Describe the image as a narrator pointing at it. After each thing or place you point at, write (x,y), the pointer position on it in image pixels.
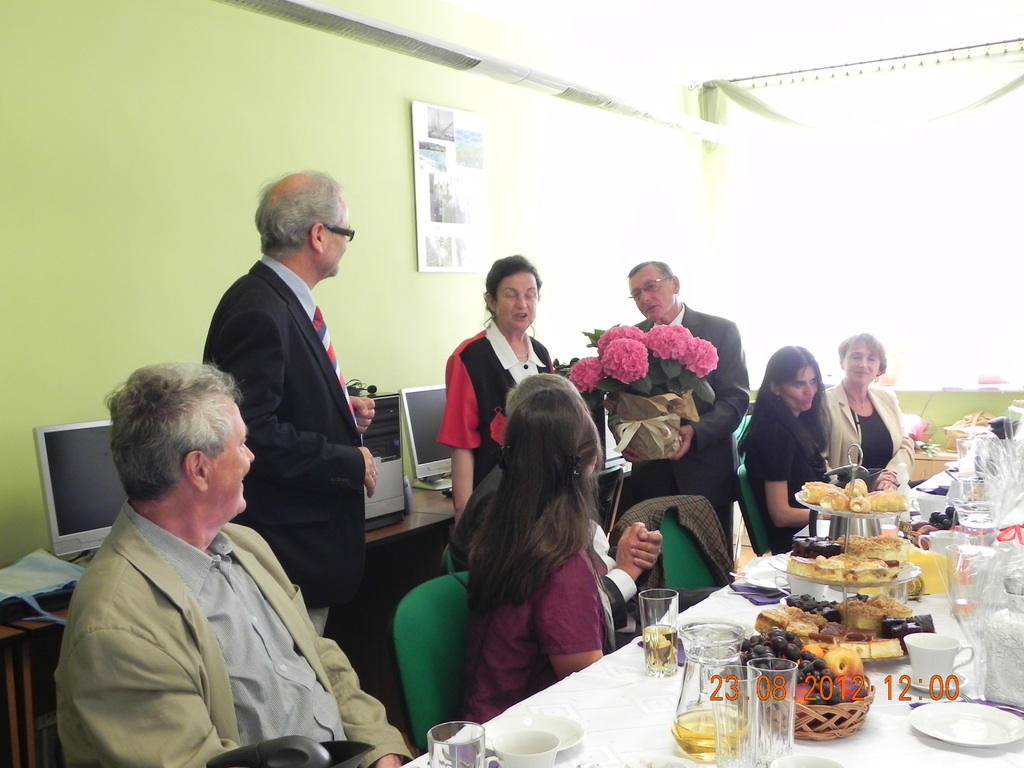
this is an inside view picture. At the left side of the picture (66,546) we can see a table (420,509) with monitors (96,514) and cpu (392,464). This is a wall (122,169) in green colour. This is a calendar (481,171). Here we can see three persons (309,351) standing. There is a flower bouquet (632,370) in this man's hand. This is a table (882,730). On the table (856,620) we can see white cloth (625,709), glass (464,762), jar (710,709), fruits (806,697) and some food items (866,648). Here we can see five persons (874,440) sitting on the chair (459,640).
